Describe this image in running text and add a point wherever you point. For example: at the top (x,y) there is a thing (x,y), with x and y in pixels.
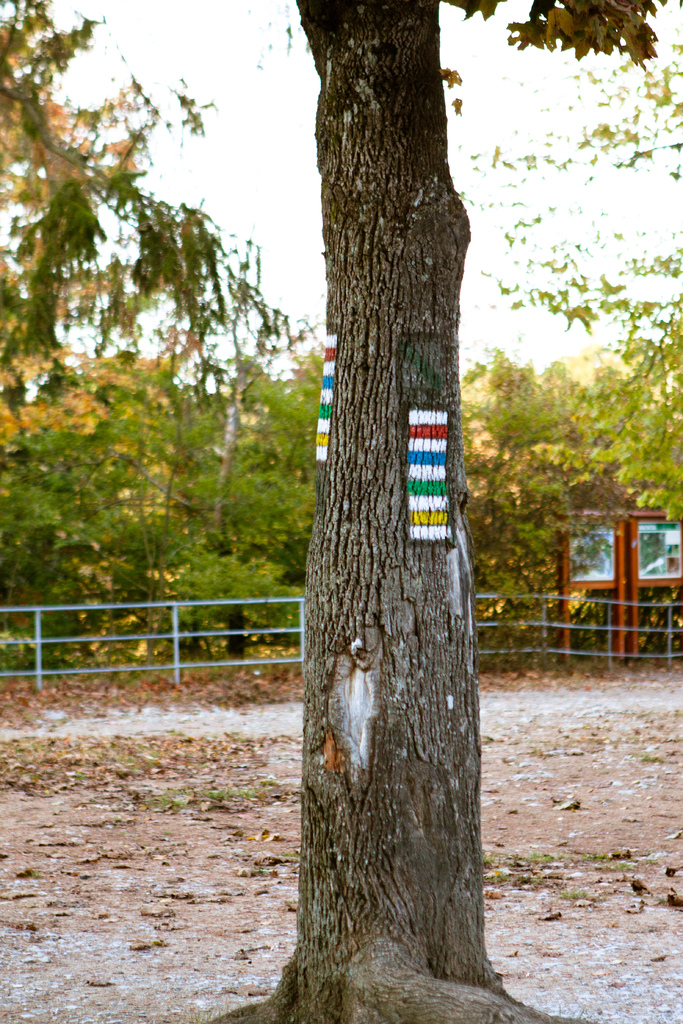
In this picture I can see trees (296,404) and a metal fence (565,627) and I can see couple of boards (674,554) and I can see leaves (5,746) on the ground (242,883) and I can see sky (541,242).
